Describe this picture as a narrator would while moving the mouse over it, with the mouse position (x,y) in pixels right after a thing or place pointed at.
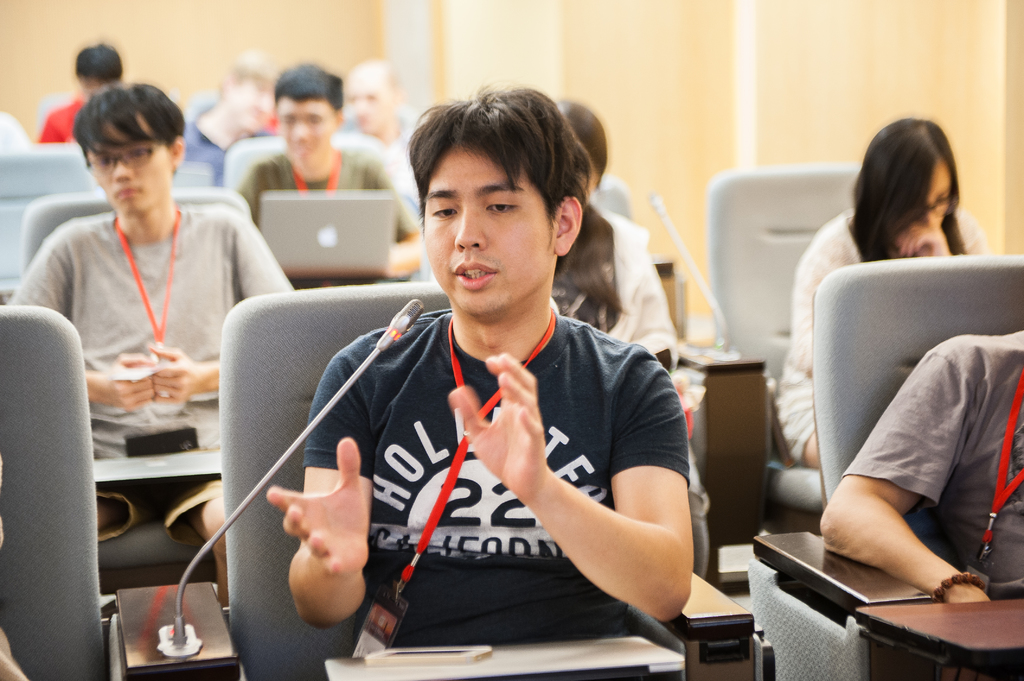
In this picture there are some people (569,359) sitting in the chairs (61,167). There are men (94,111) and women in this picture. Some of them are having mics (324,415) in front of them. In the background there is a cream color wall (104,33).
